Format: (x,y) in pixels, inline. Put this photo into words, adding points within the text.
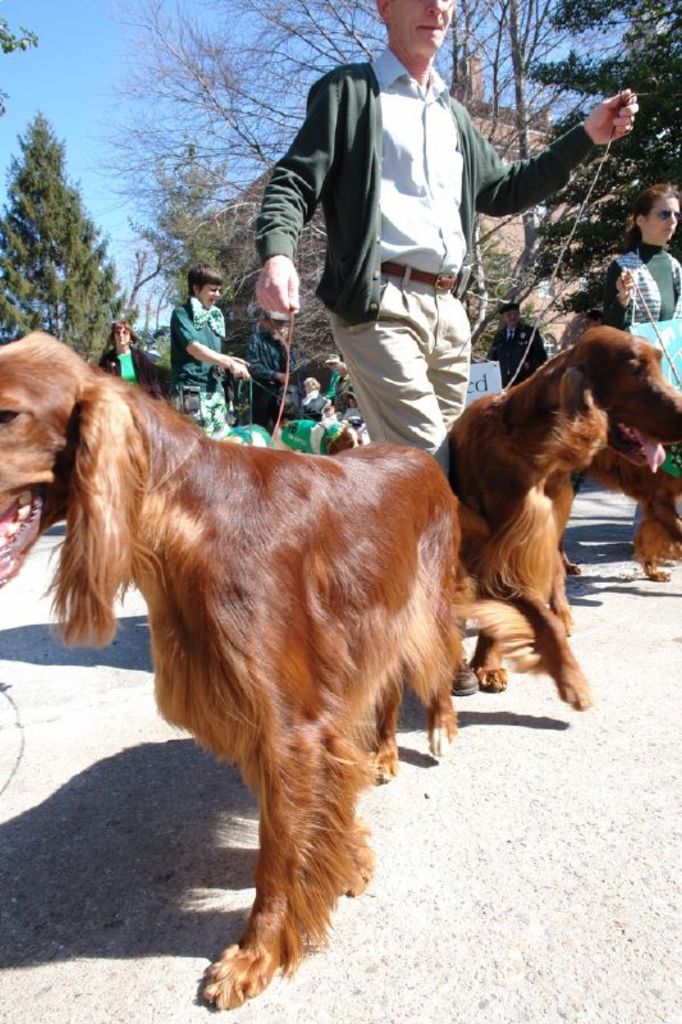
in this image the right side (659,233) there is one woman (659,256) is walking in the middle (335,409) some people (262,383) they are going and in the middle (451,537) there are some dogs (438,556) person (431,393) who is holding the dogs (459,487) and the back ground (136,198) is greenery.
